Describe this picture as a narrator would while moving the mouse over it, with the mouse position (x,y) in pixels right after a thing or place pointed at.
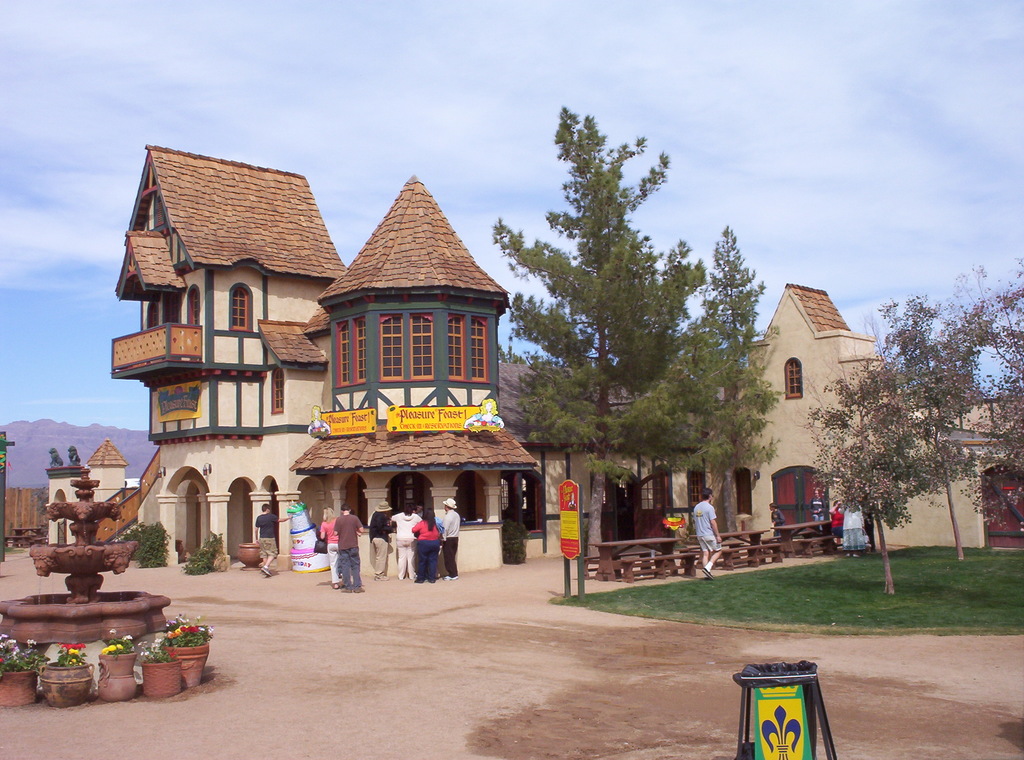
This is an image in which there are trees (570,384), persons (383,534), buildings (319,520), flowers (165,649) and there are mountains (142,439) and the sky (549,132) is cloudy and there is grass (694,584) on the ground (746,610). In the front (758,720) there is a board (784,735) which is yellow and green in colour and there is a water fountain (87,569).
